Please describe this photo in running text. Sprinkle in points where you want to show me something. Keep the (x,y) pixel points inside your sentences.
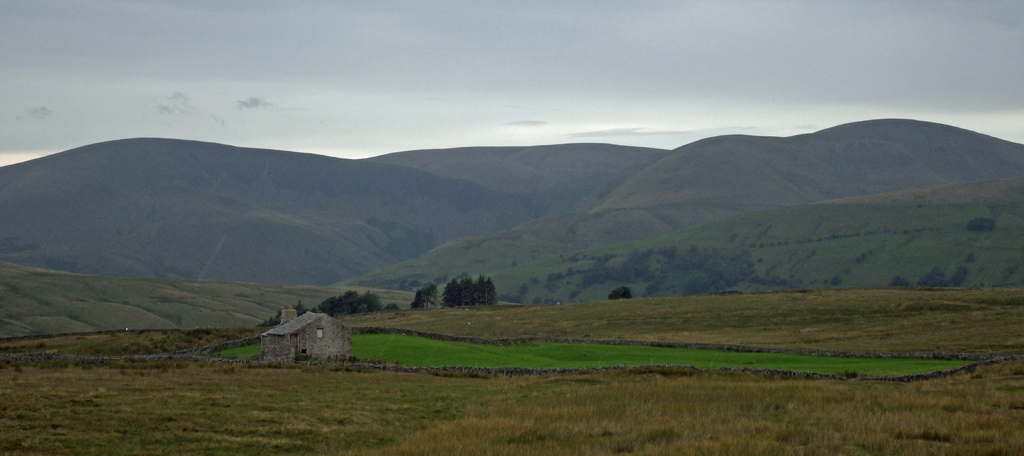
In this image there is house (347,343), plants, grass (537,315), trees (337,300), hills (511,184), sky (288,90).
